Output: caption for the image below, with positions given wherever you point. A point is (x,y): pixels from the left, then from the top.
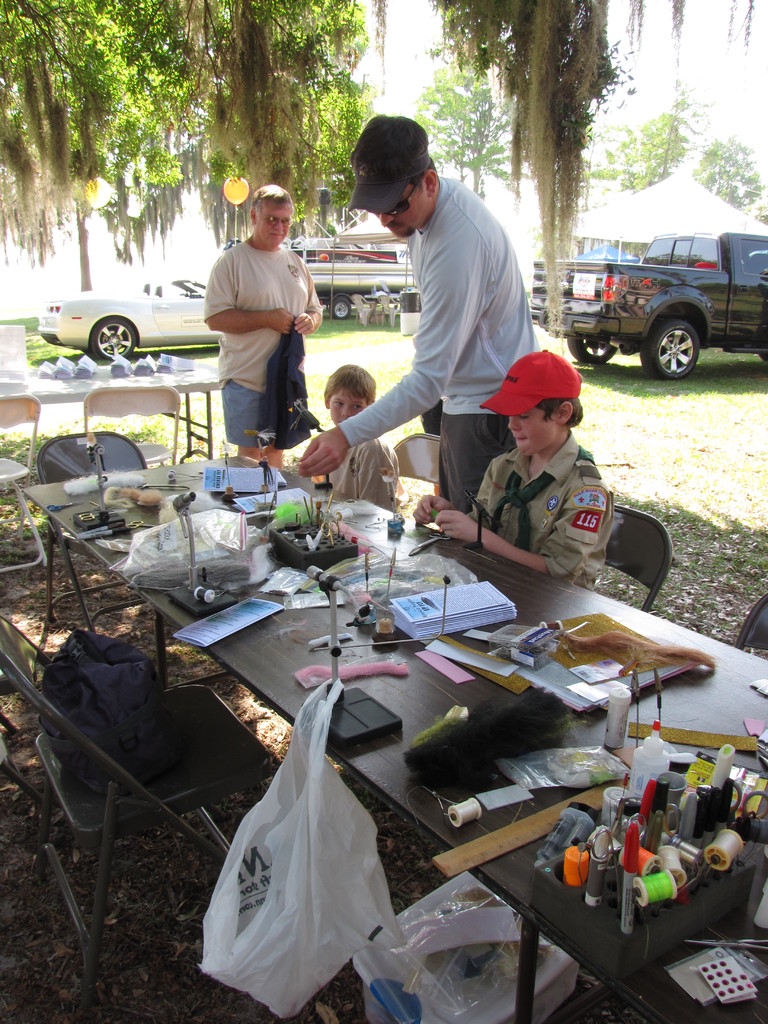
In this image we can see men (305,315) standing on the ground (591,450), children (561,471) sitting on the chairs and a table (185,482) is placed in front of them. On the table (384,518) we can see stationery (477,604), yarns (666,868), polythene covers (352,573) and tools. In the background (304,188) there are trees (463,173), sheds (613,206), motor vehicles (575,337) on the ground (683,582) and shredded leaves (693,583).
